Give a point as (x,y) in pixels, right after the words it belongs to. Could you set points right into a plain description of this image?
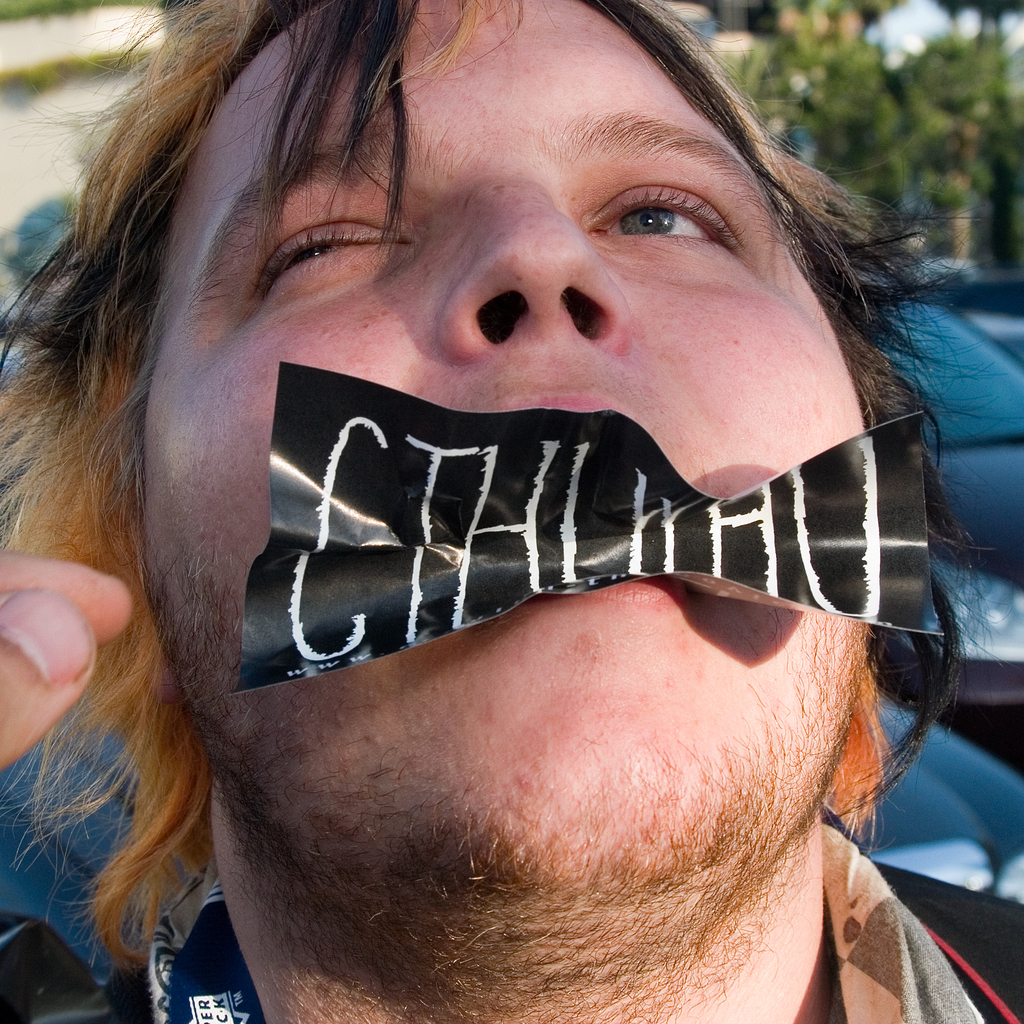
In this image there is a person (343,811) is having a paper (660,544) in his mouth (546,537). Right side (996,805) there are vehicles (941,300). Behind there are trees (956,81). Left side (19,579) a person's fingers (71,592) are visible. On the paper (514,515) there is some text (480,500).
